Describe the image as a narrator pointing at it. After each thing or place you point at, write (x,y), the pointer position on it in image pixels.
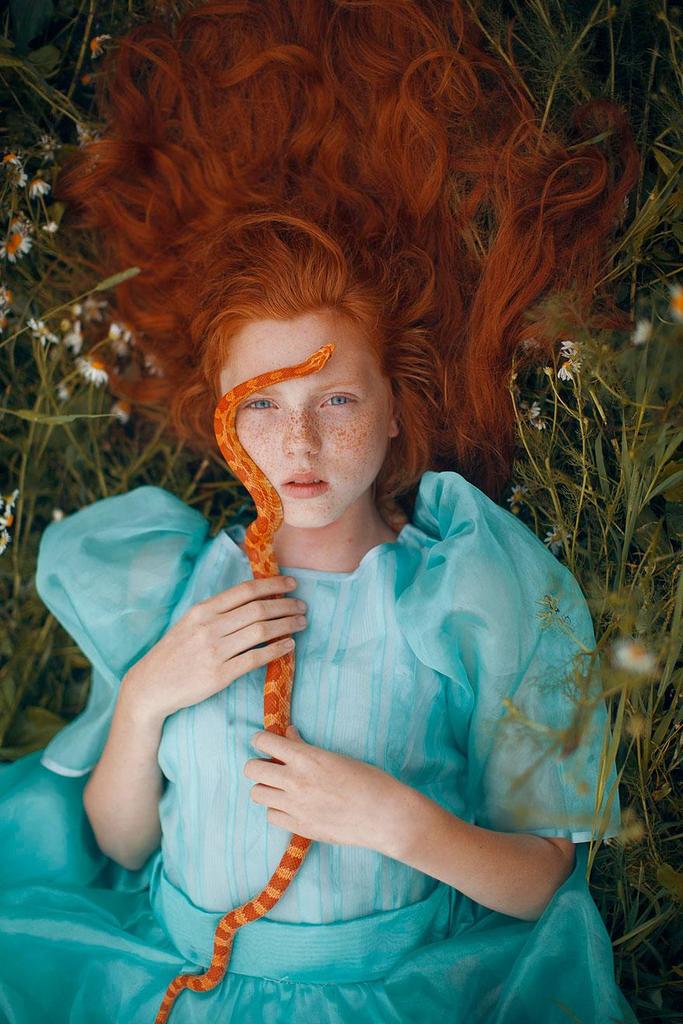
In this picture we can see a woman (314,839) lying and holding a snake (221,446). On the left (86,435) and right side of the image (660,422), there are plants (581,456) with flowers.
